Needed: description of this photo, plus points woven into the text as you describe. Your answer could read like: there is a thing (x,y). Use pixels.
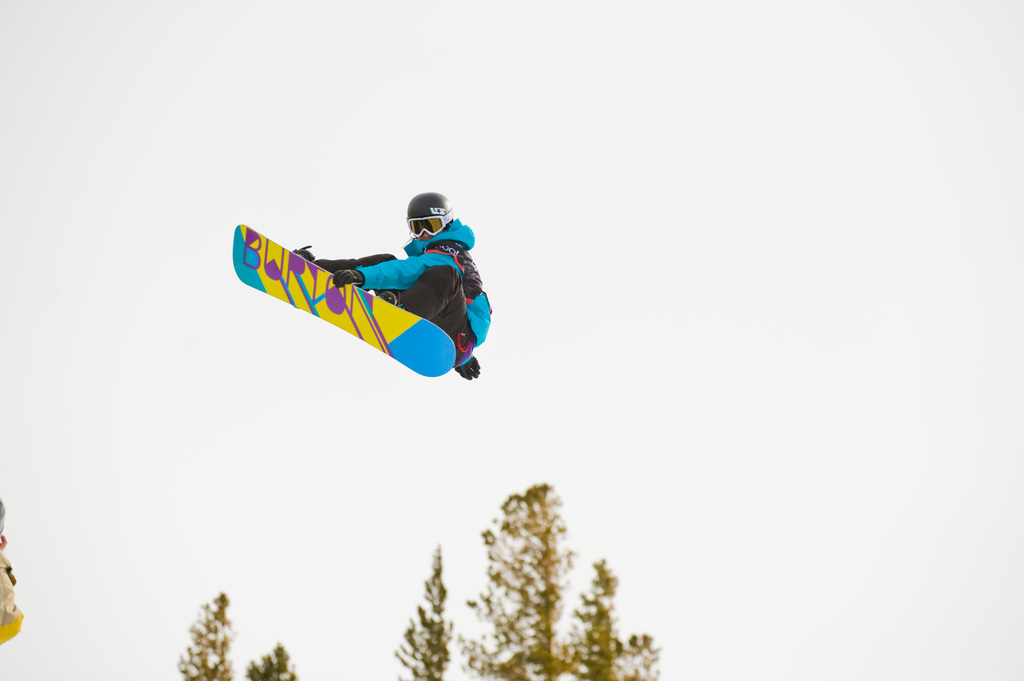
In this image, we can see a person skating in the air. There are a few trees (225,639). We can see the sky (825,417).
